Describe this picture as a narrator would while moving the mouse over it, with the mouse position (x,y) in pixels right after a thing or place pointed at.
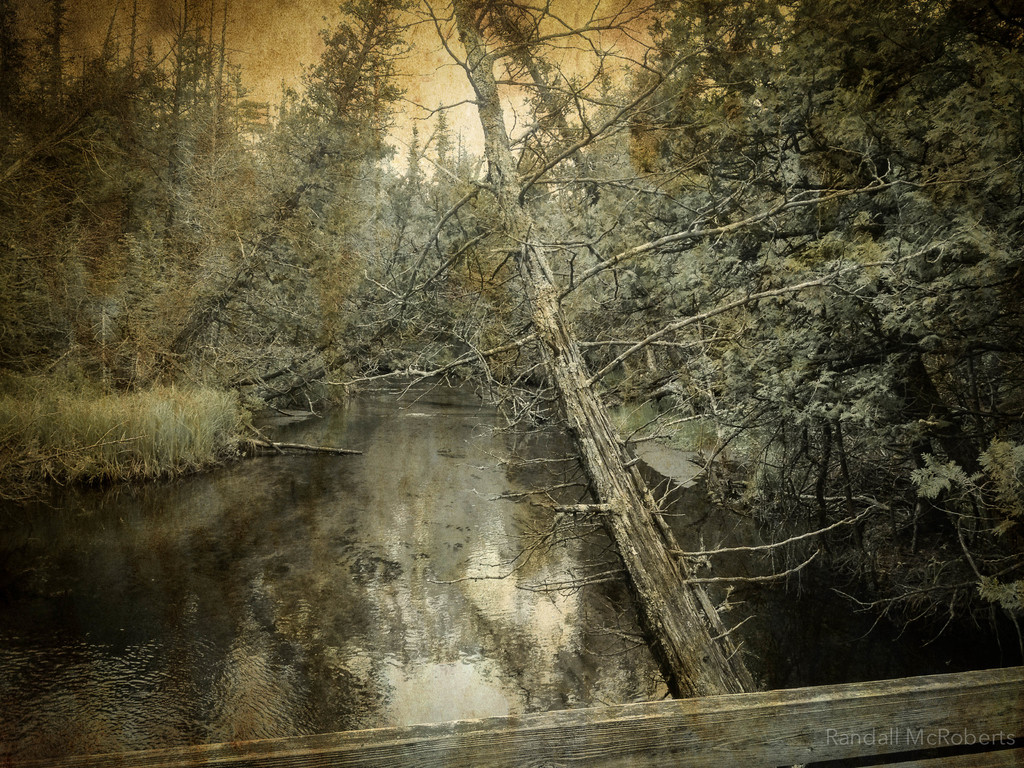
In this picture I can see trees (401,225) and water (543,510) and looks like a wooden bridge (680,746) at the bottom of the picture (799,736) and I can see text (846,732) at the bottom right corner (887,731) and I can see sky (453,97).
